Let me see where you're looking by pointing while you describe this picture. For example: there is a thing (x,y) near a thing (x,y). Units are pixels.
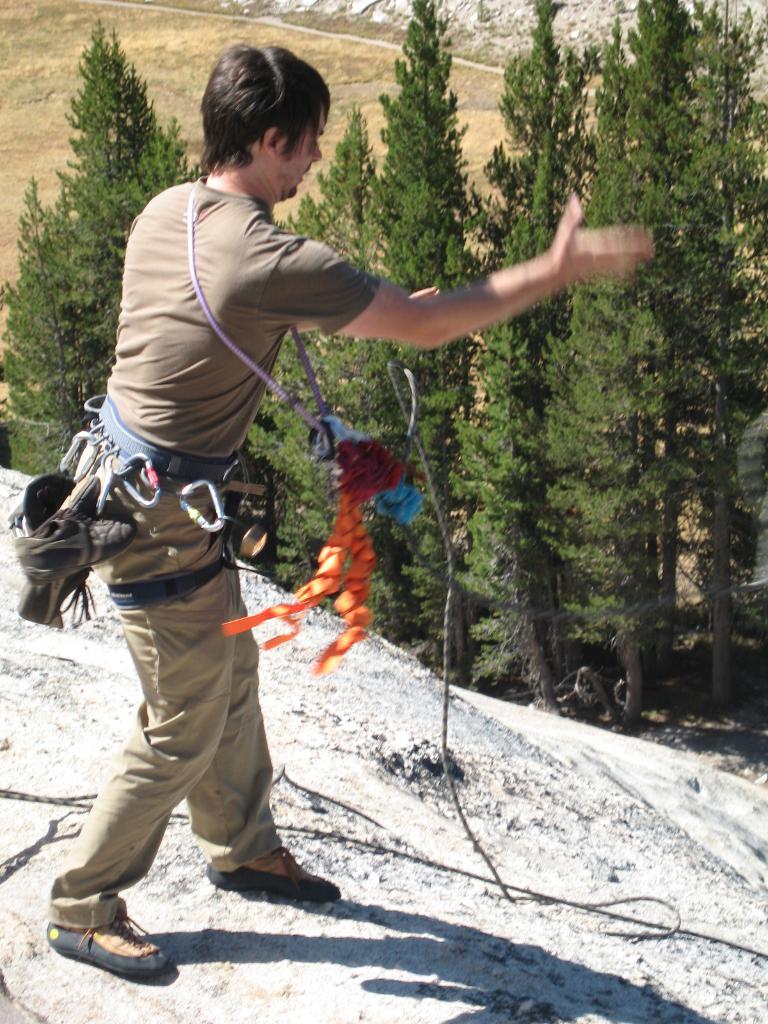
In this picture we can see a man (235,485) is standing on the left side (252,515), there are some trees (573,404) in the middle (354,373), this man (414,325) is wearing belts (199,472) and shoes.
